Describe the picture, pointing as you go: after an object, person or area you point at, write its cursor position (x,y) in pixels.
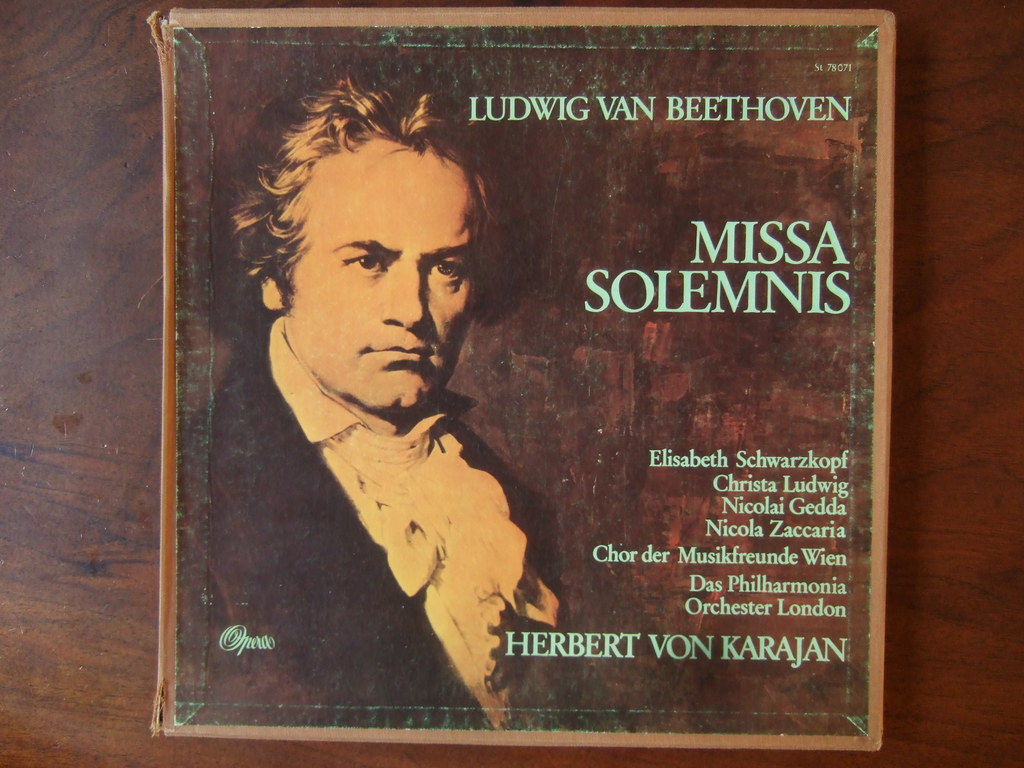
In this image in the center (472,468) there is one book (697,222) on the book (329,268) there is one person (374,193) and some text (671,549), and in the background (925,495) there is a wooden table (102,402).
